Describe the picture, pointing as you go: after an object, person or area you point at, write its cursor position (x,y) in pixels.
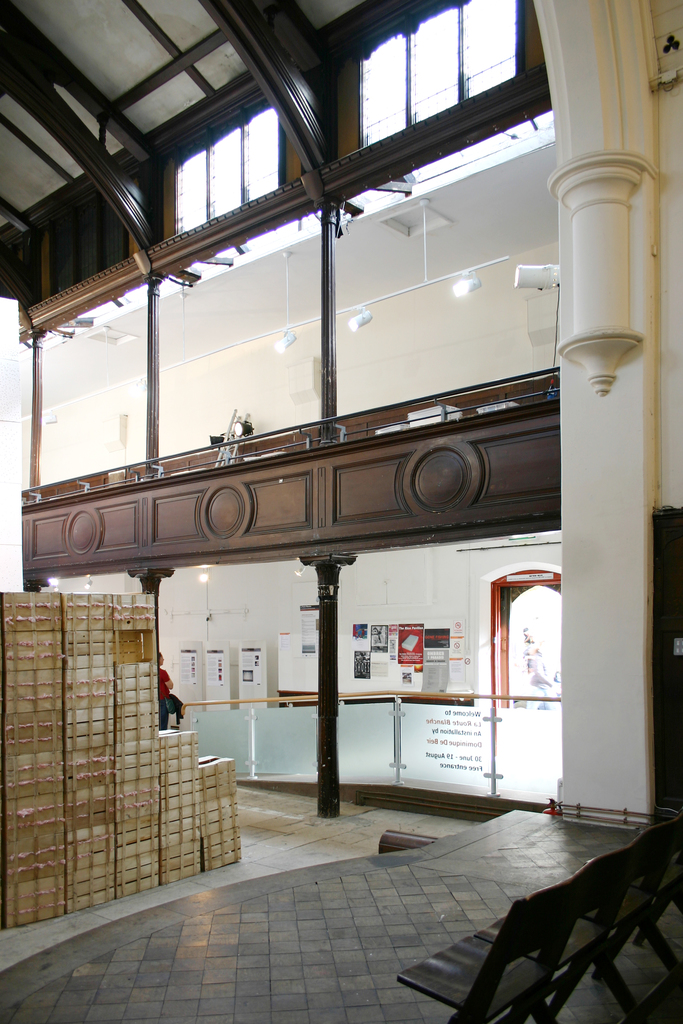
Here we can see boxes (218,830), chairs (497,992), poles (337,676), lights (523,285), glasses (537,744), and posters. This is floor (315,888). In the background (573,740) we can see wall (489,664).
